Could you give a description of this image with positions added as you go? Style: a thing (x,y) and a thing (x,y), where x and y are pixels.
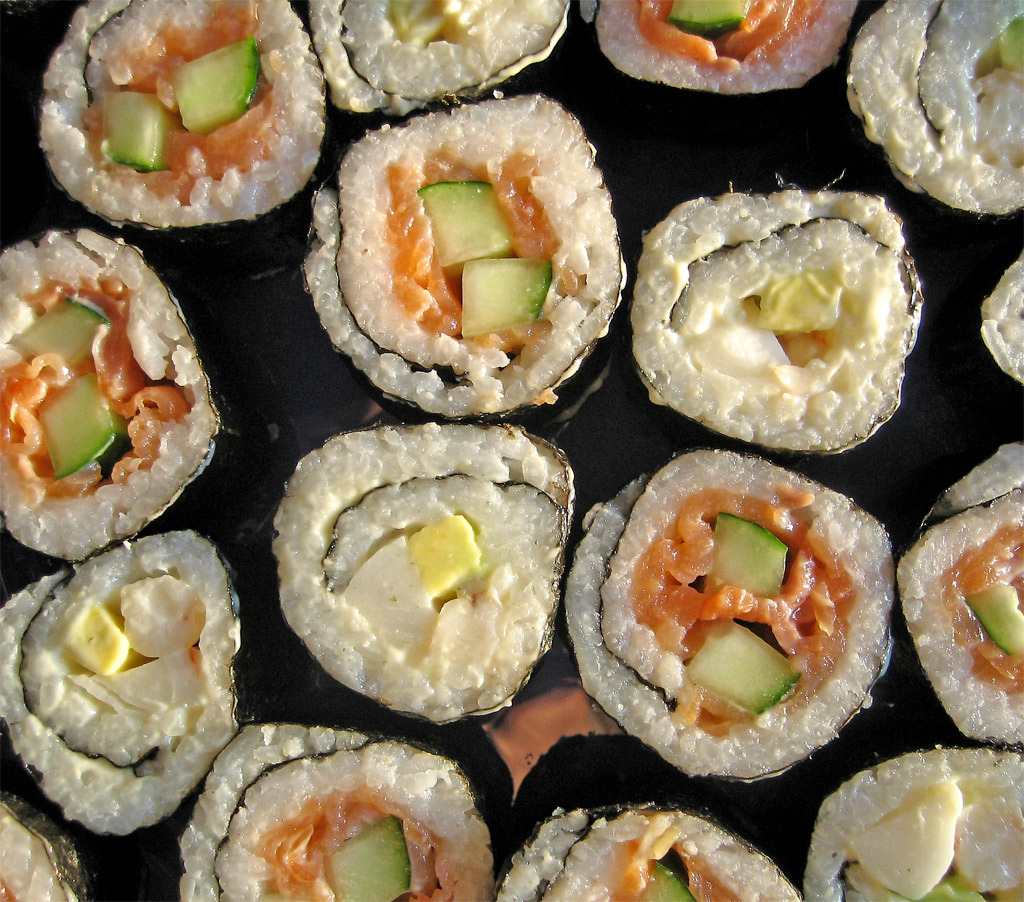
In this image we can see some sushi (477,496) which are placed on the surface (558,624).
